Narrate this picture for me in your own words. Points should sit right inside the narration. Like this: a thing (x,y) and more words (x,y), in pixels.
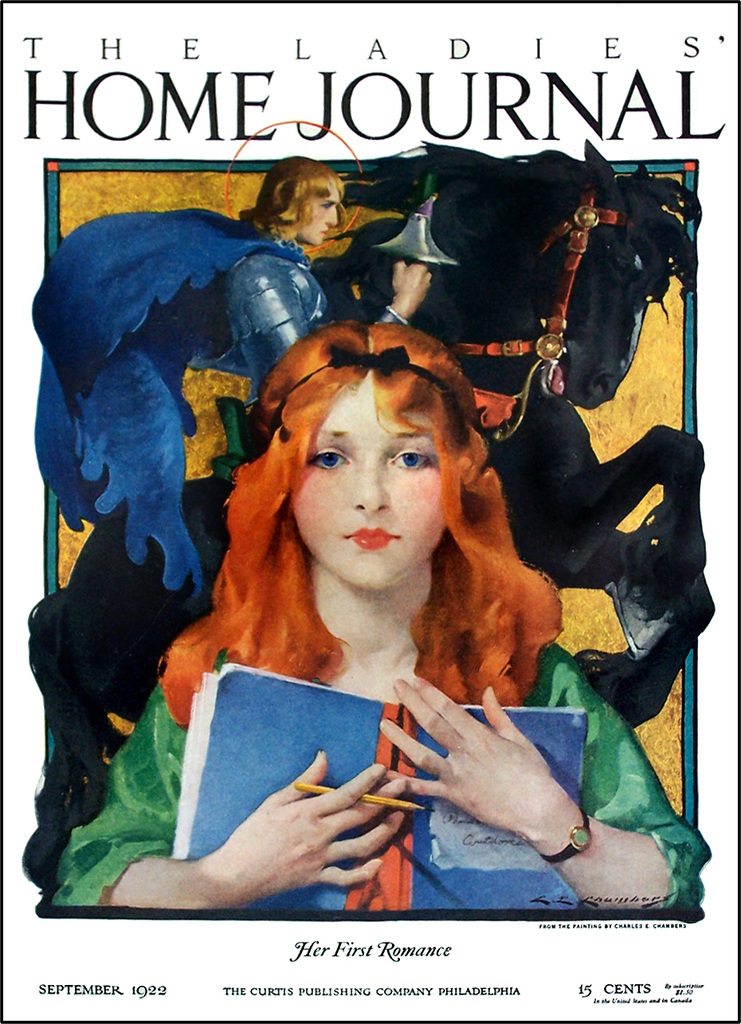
In this image, we can see a poster (285,965). In this poster (314,780), we can see a woman (330,572) is holding a book (206,735) and pencil (385,804). Here a person (306,327) is riding a horse (446,233) and holding some object (423,237). At the top (341,88) and bottom of the image (257,989), we can see some text (479,990).
